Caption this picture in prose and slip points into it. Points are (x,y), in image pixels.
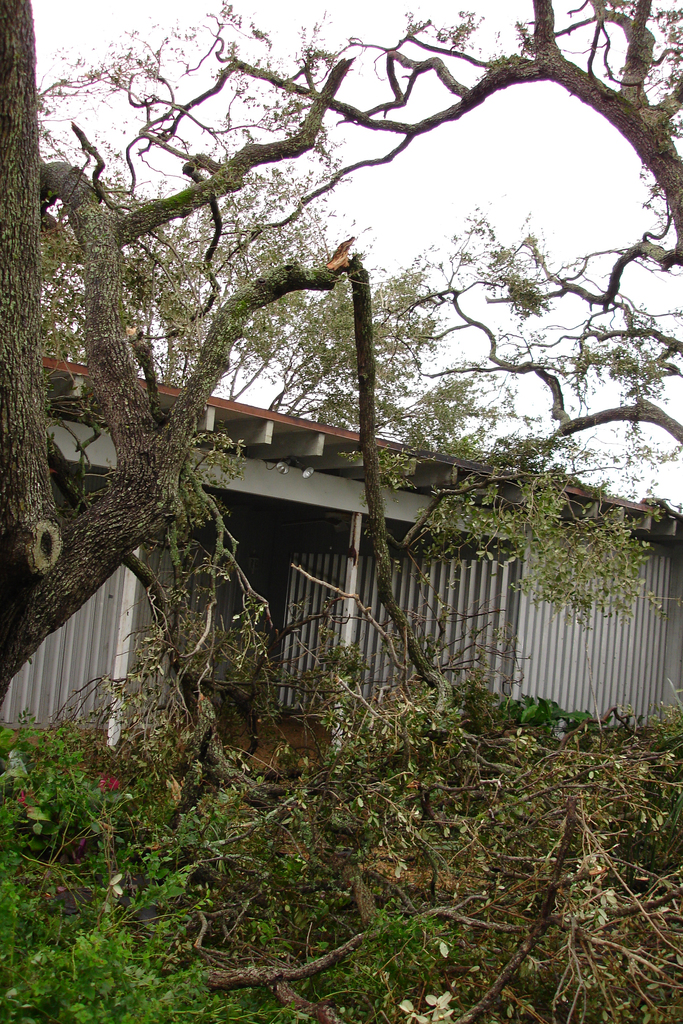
In this image there are trees (69,551) and plants (261,857) on the ground (302,844). Behind them there is a house (402,520). At the top (462,198) there is a sky (426,199).
